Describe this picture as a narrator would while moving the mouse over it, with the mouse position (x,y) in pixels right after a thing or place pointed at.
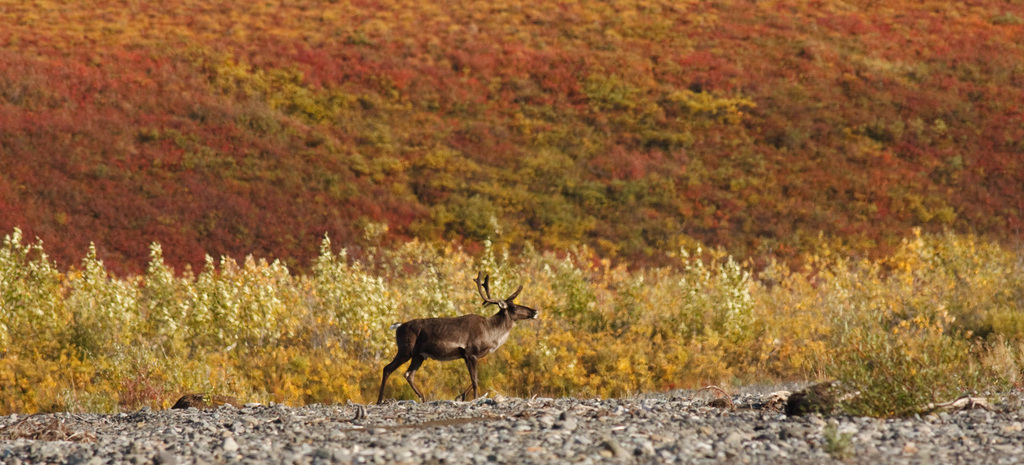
In this image we can see an animal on the ground (876,437). Here we can see stones (550,413) and plants (556,196).
